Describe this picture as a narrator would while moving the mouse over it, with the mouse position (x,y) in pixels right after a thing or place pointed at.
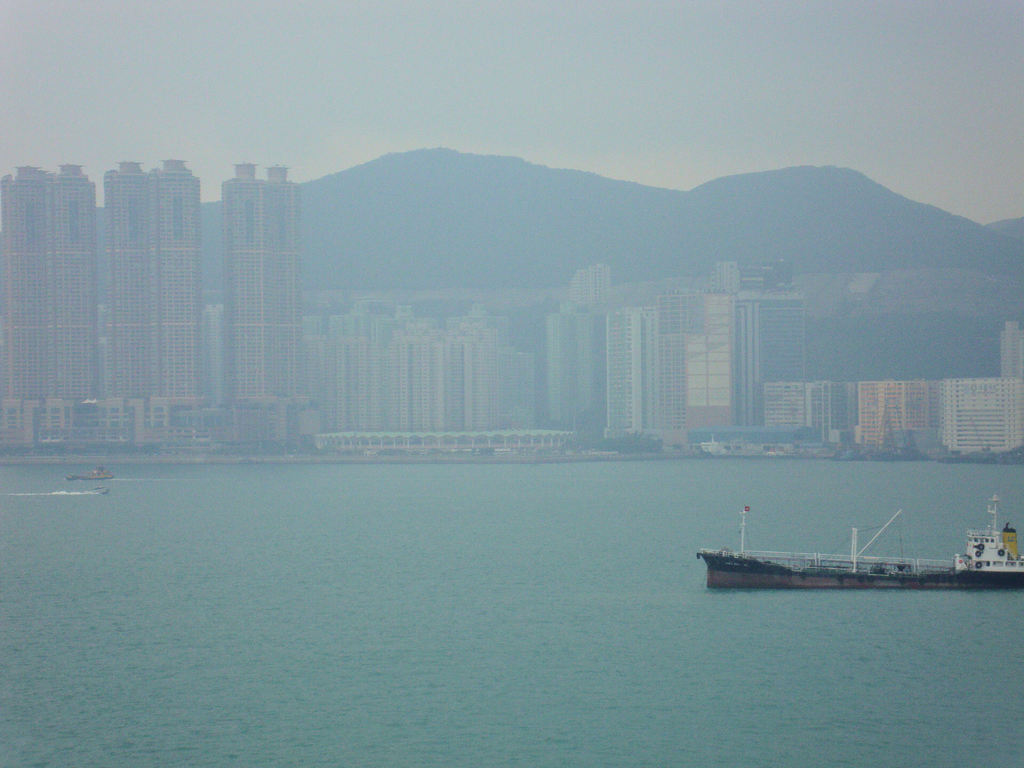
In this image I can see few boats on the water (388,626). In the background (239,396) I can see many buildings (33,316), mountains (491,194) and the sky (522,124).
